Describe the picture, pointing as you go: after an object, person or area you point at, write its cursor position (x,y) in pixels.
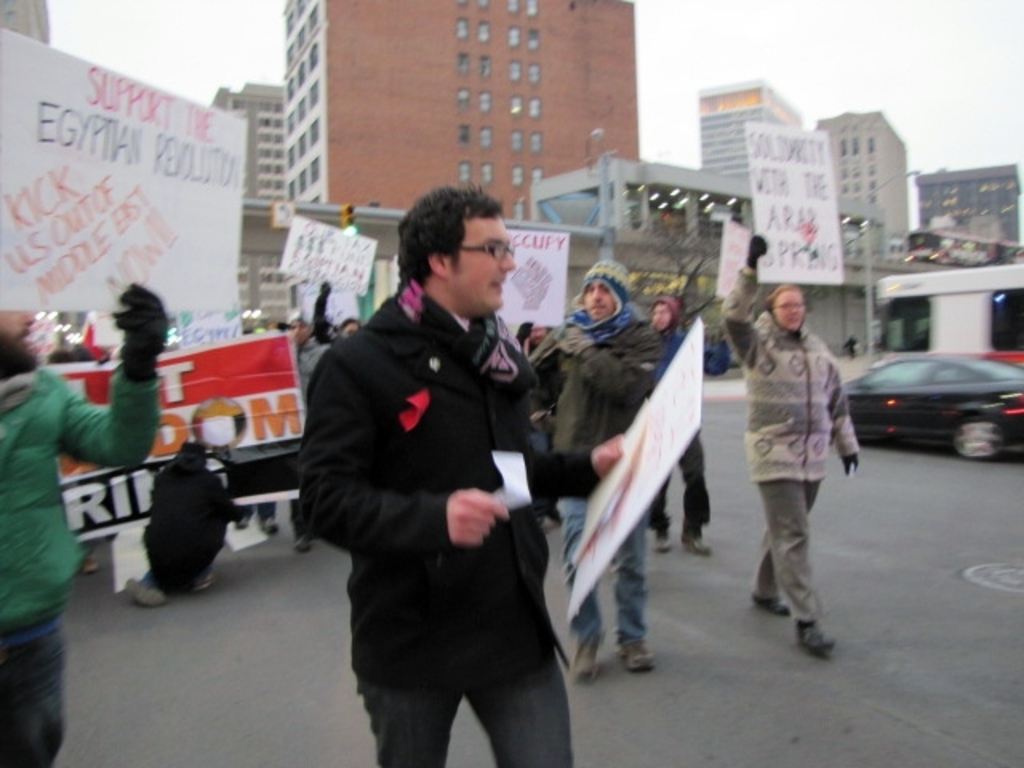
In this picture there are few persons (332,355) standing and holding a card boards (690,353) which has something written on it and there are buildings (536,120) in the background (481,166).
